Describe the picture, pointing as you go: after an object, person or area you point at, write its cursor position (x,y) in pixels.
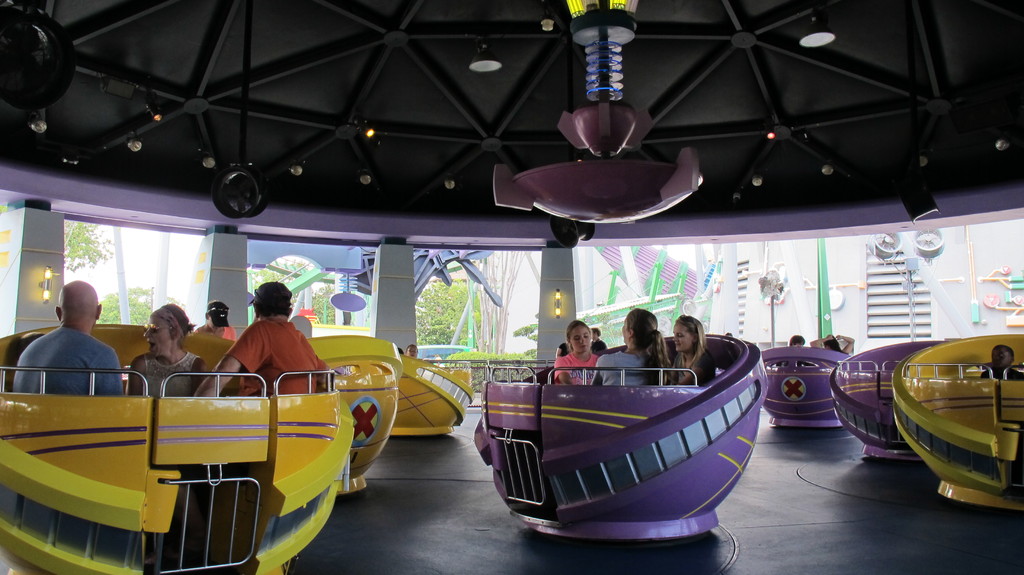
In the image we can see there are people (287,387) sitting in the cup shaped amusement ride (622,431).
